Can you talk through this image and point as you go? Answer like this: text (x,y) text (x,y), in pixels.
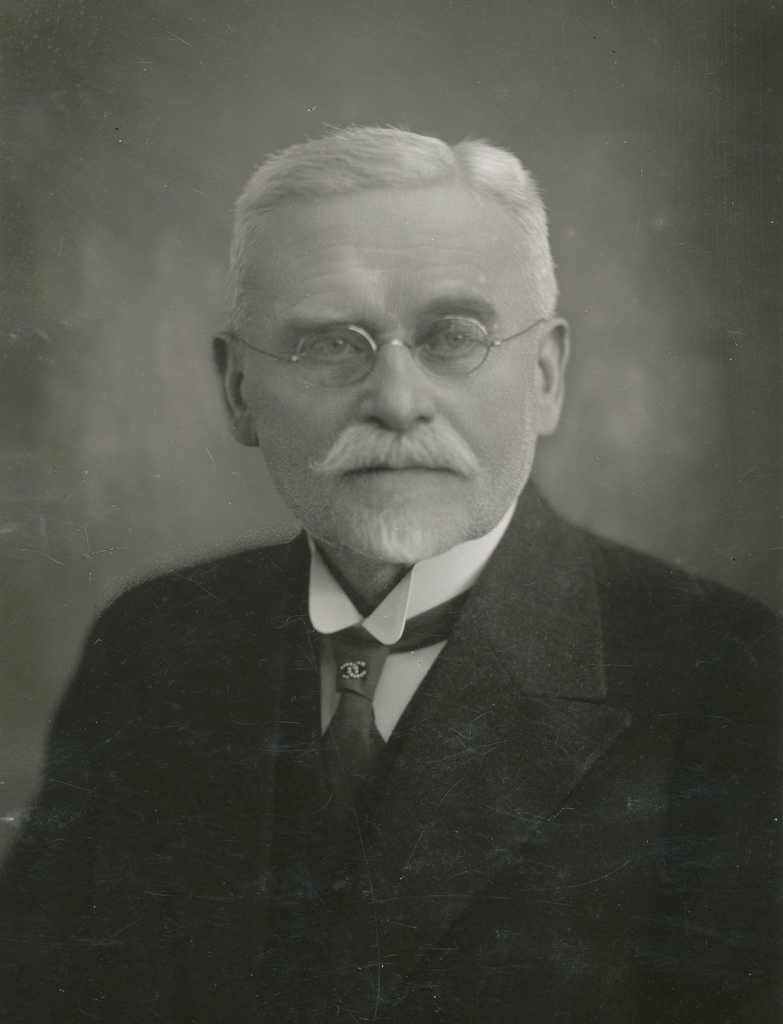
This is a black and white image. Here I can see a man (390,746) wearing a suit (198,696) and looking at the picture. The background (80,454) is blurred.
